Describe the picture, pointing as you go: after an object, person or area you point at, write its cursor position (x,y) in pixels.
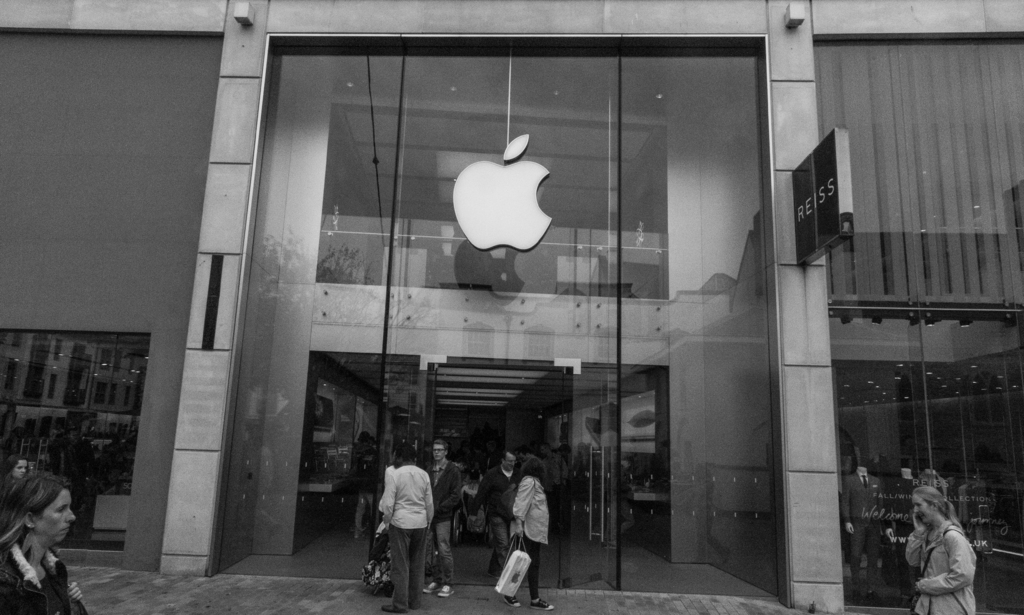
In this image we can see a building (331,197) with mirrors (744,253) and persons (520,511) standing on the floor (171,579). In the building (736,515) we can see mannequins (863,467).
